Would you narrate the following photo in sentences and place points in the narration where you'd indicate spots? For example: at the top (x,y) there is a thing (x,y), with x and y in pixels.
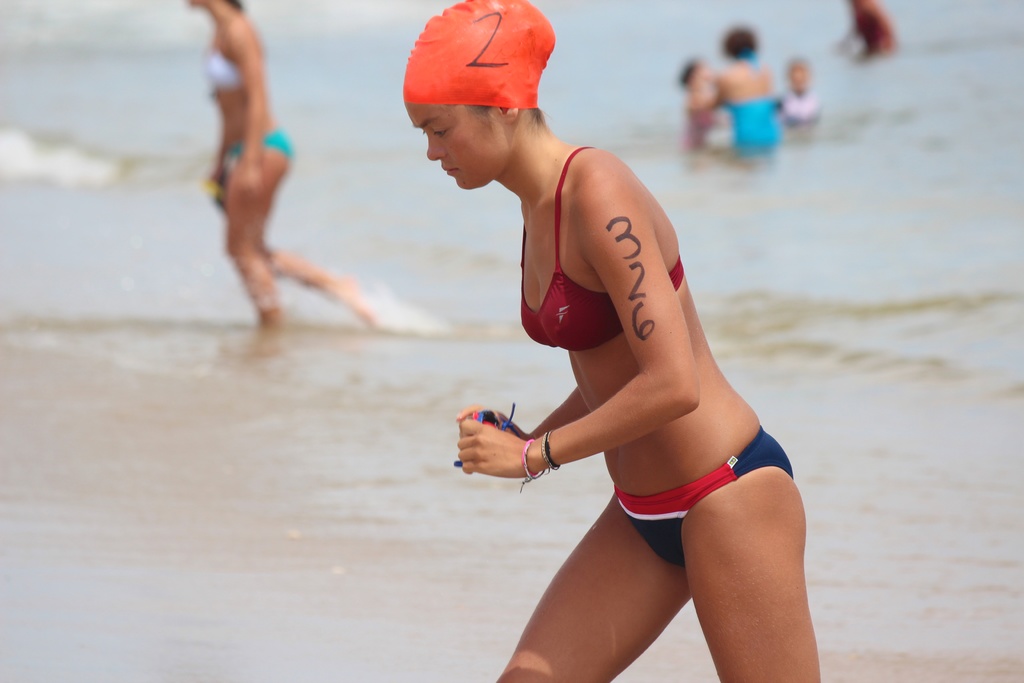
In this image there are so many people (514,673) walking and playing in beach (699,670) wearing swimsuits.
